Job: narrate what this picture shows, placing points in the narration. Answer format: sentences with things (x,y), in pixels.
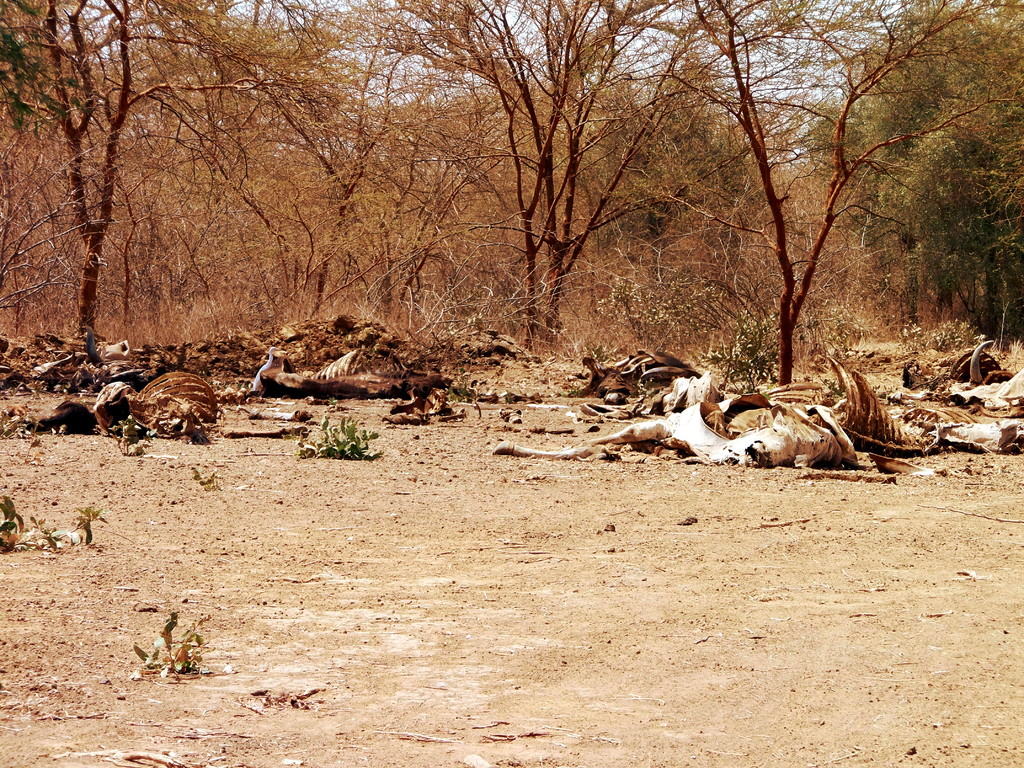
In this image, this looks like the animals flesh (852,418) lying on the ground (514,495). These are the trees (549,91) and plants (728,352).
